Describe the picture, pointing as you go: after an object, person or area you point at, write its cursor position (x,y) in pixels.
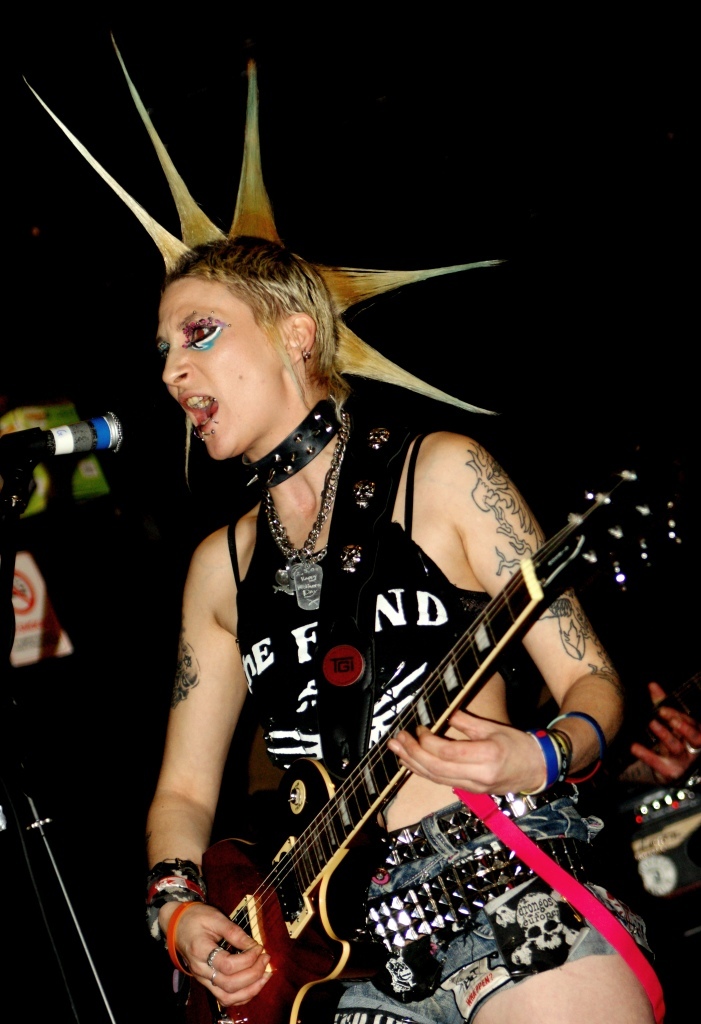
In this image there is a woman (454,767) standing and playing a guitar (221,944) and singing a song in the microphone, and at the back ground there is another person (661,725) at the right side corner and name board (54,476) attached to wall (29,389) and there is a dark background (449,164).
